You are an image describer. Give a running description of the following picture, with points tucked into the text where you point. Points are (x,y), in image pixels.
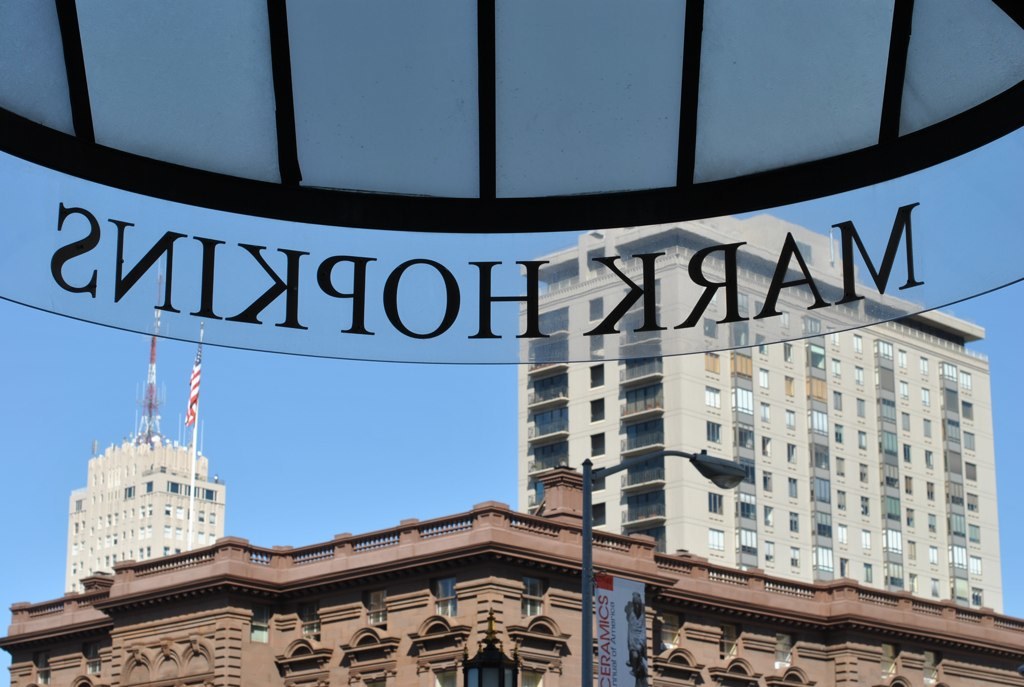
In this image there are buildings (632,549) and a lamp post (593,546), on top of the buildings (176,483) there are flag posts (191,512). On top of the image (659,169) there is a rooftop (197,220) with name (137,263) on it.
